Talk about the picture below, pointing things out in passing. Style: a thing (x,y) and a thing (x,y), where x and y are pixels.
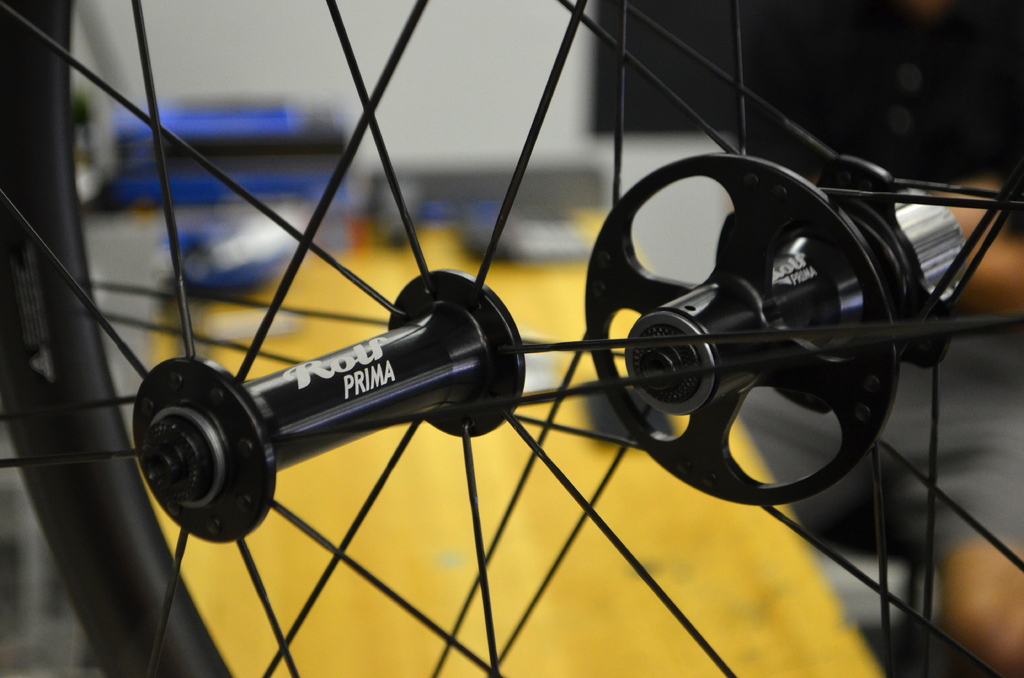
In this image there is a wheel (734,379) of a bicycle (430,400), in the background (451,104) it is blurred.
